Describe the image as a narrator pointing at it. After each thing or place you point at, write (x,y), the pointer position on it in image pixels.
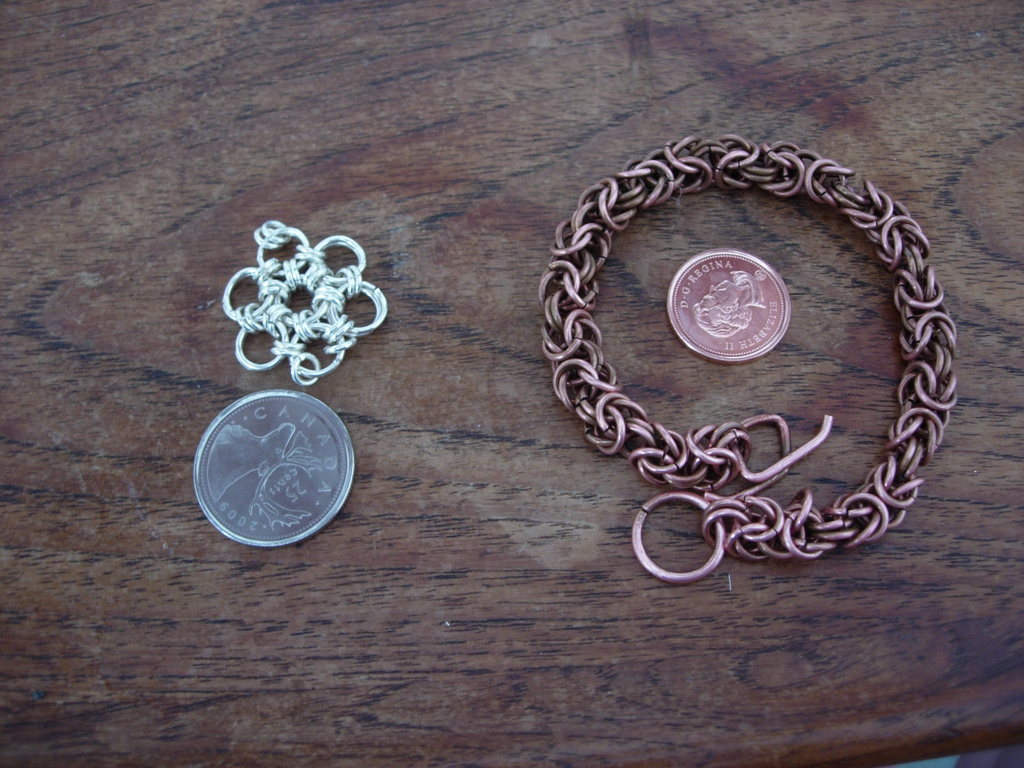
In this image there are two coins (722,314), there is text (313,417) on the coins (717,336), there is an object (805,528) that looks like a bracelet (705,156), at the background of the image (249,138) there is a wooden surface (406,244).
